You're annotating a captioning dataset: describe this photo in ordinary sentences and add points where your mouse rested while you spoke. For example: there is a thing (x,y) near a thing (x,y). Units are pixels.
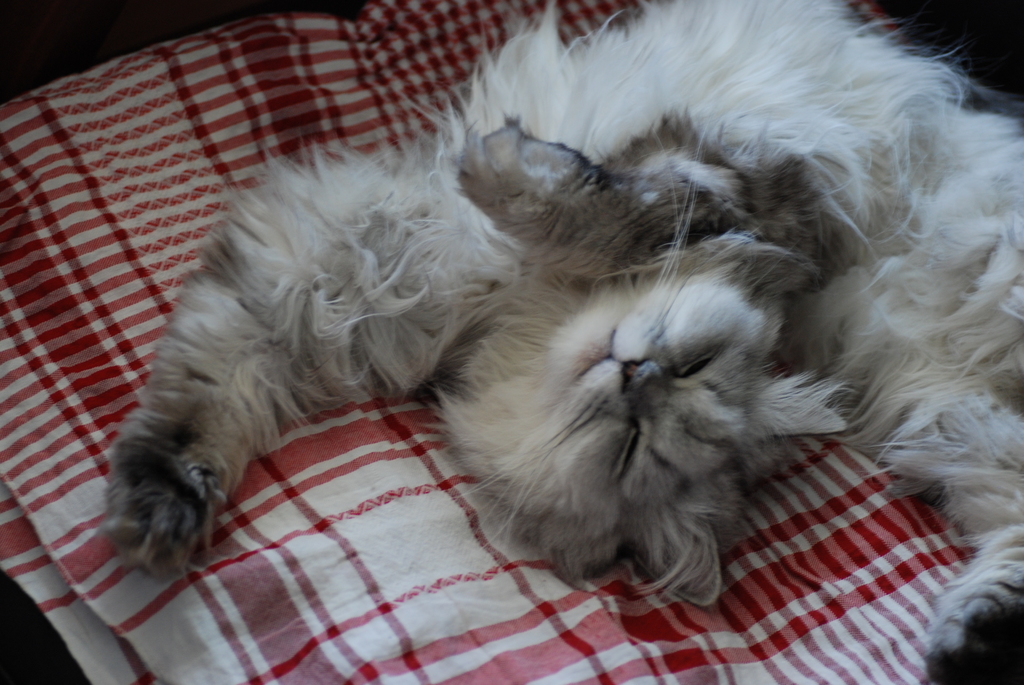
In this picture, it seems like a cat (452,422) is sleeping on a blanket (409,404) in the foreground (409,404).
